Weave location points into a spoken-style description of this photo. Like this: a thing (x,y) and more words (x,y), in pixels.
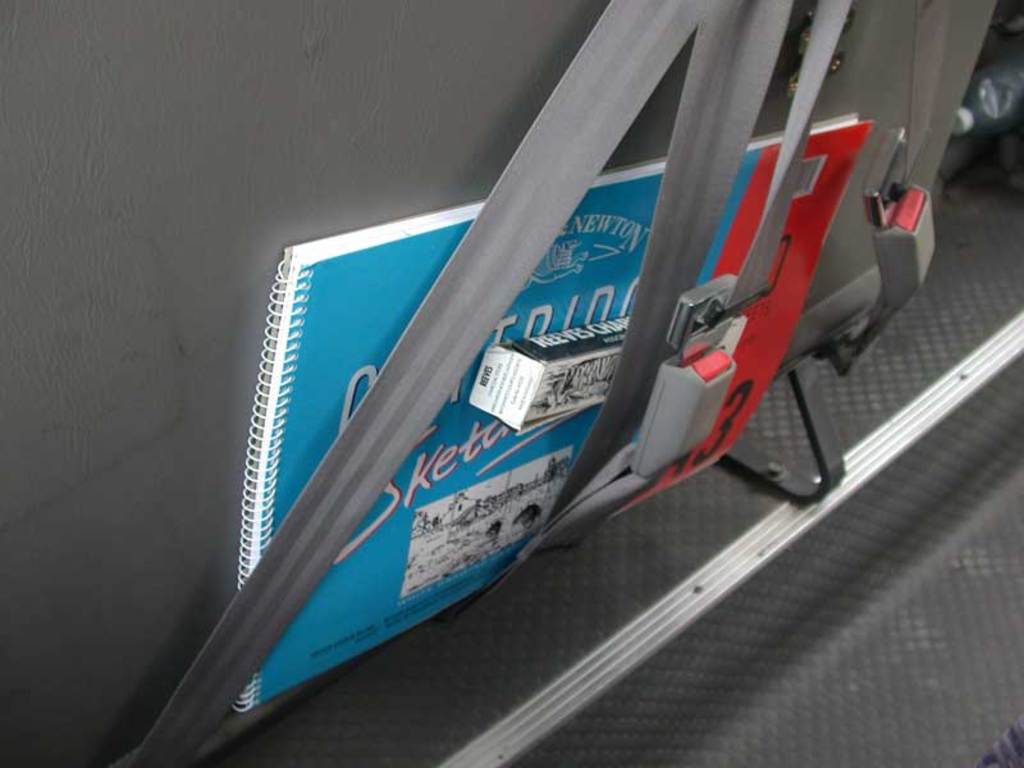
In this picture, we see the seat (198,170) of the vehicle (415,124). We see the seat belts (707,308), book (578,266) and a box (531,380). In the right top (1012,94), we see a water bottle (994,112). This picture is clicked inside the vehicle (662,690).
